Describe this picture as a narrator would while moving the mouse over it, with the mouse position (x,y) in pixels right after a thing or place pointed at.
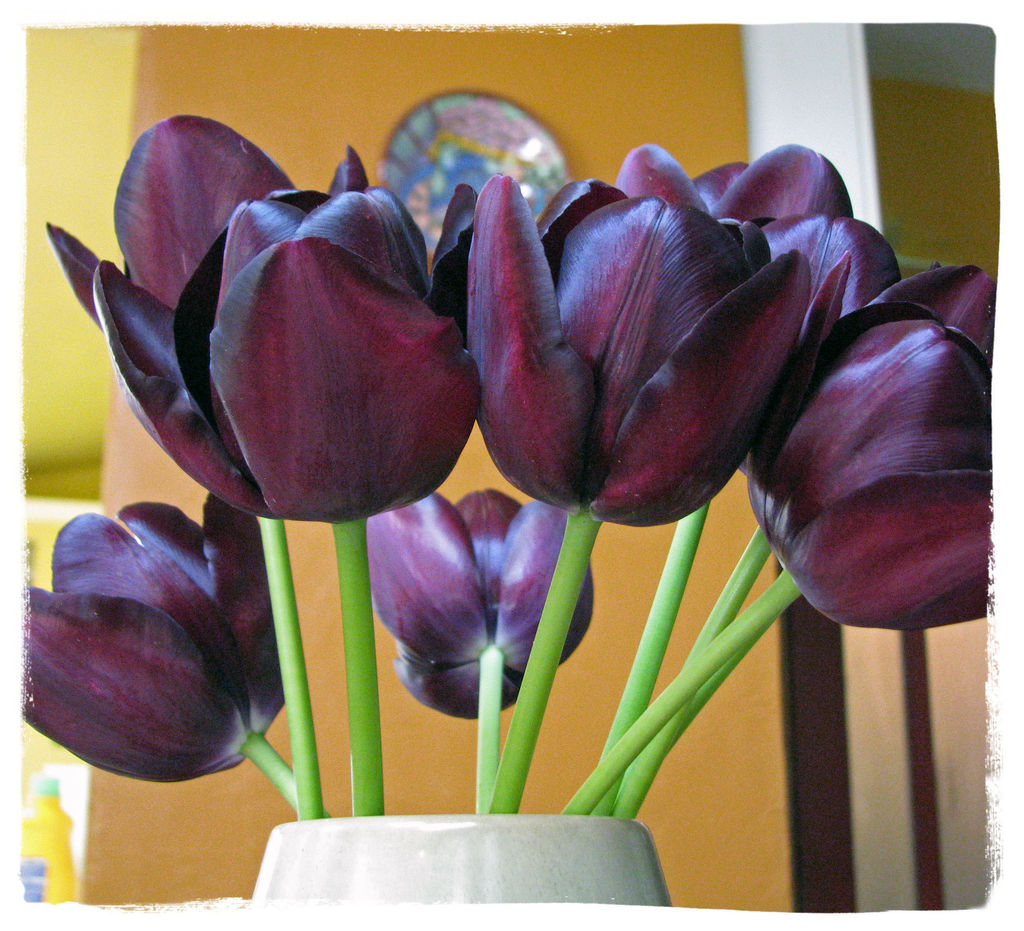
In this image we can see one colorful object (509,173) attached to the yellow wall (429,769), one white pot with beautiful flowers (472,201) near to the yellow wall (378,78), and some objects (39,797) are on the surface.
